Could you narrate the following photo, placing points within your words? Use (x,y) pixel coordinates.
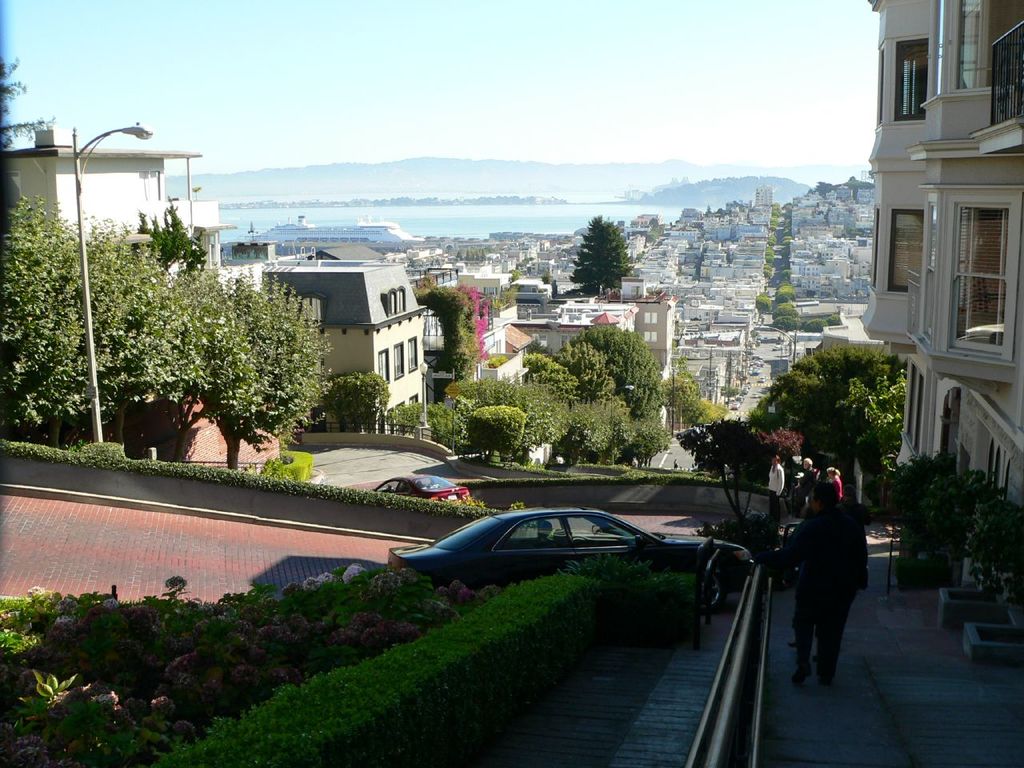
In this image at the bottom (438,647), there are plants (478,681), car (632,557). On the right (824,562) there is a man (837,560). He wears a jacket (822,586), trouser (813,620) and shoes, he is walking. In the background (259,349) there are some people (845,495), trees (480,456), car (396,492), buildings (548,454), water (525,222), road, hills (376,174), street light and sky (294,135).
